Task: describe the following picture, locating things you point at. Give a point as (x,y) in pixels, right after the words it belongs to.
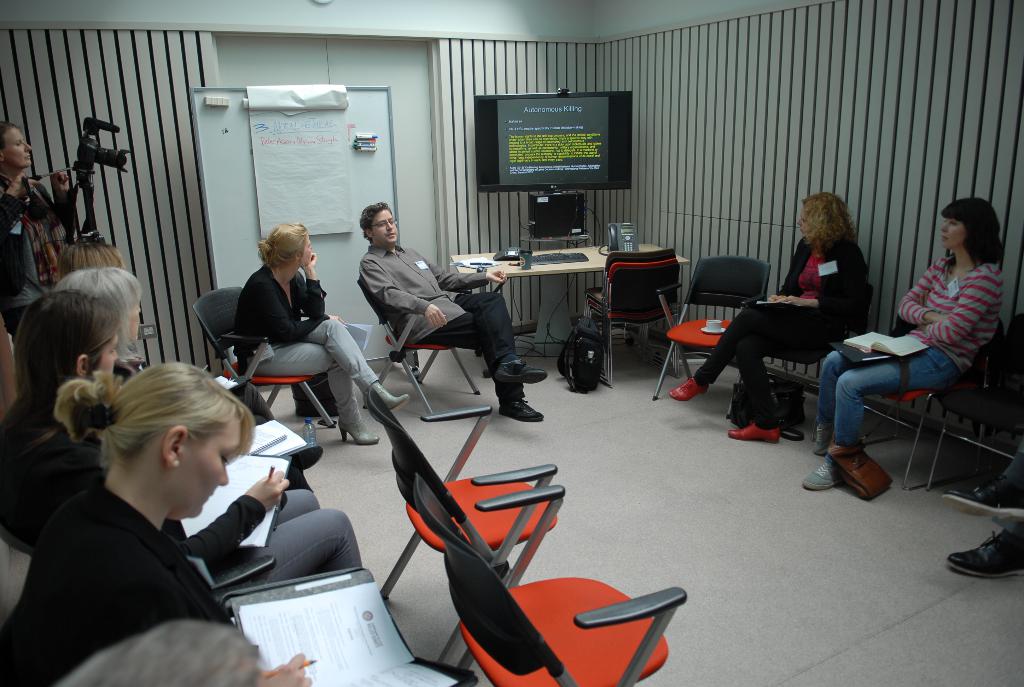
On the right (819,344) there are two women (833,313) sitting on the chairs (923,392). In the middle (681,350) there is a television (569,141), table (542,270), telephone (625,235), keyboard (565,257) and chair (617,313). On the left (22,202) there is a woman (23,197) with camera (94,150). In the middle (359,286) there are two persons (392,288), white board (365,181) and chairs (469,519).
